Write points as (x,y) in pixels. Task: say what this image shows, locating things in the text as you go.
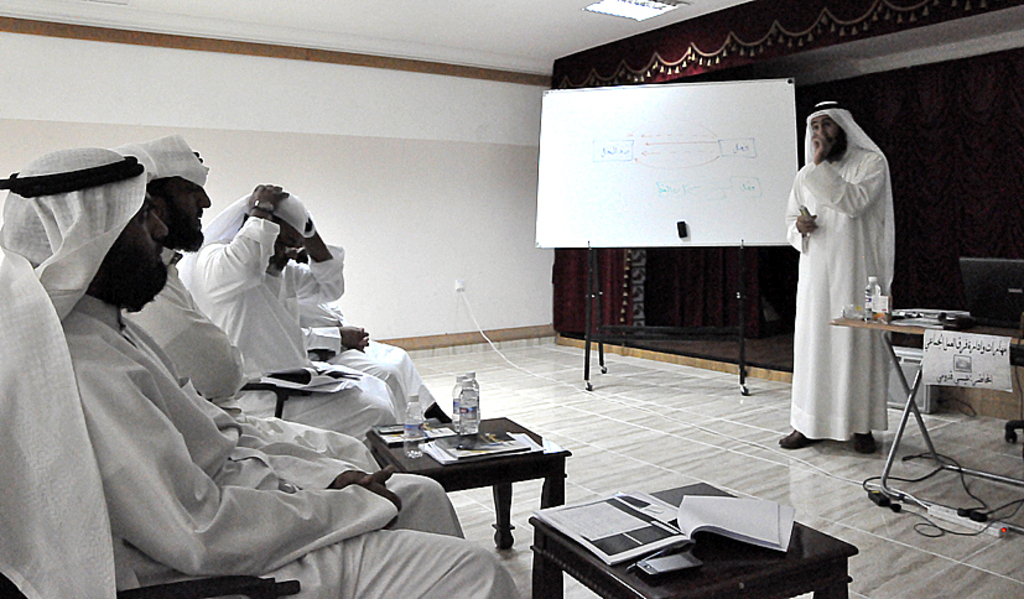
As we can see in the image there is a white color wall (403,203), board (578,199), few people (314,230) sitting on chairs (274,595) and there is a table (927,328). On table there are books (917,309) and bottle (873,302).
